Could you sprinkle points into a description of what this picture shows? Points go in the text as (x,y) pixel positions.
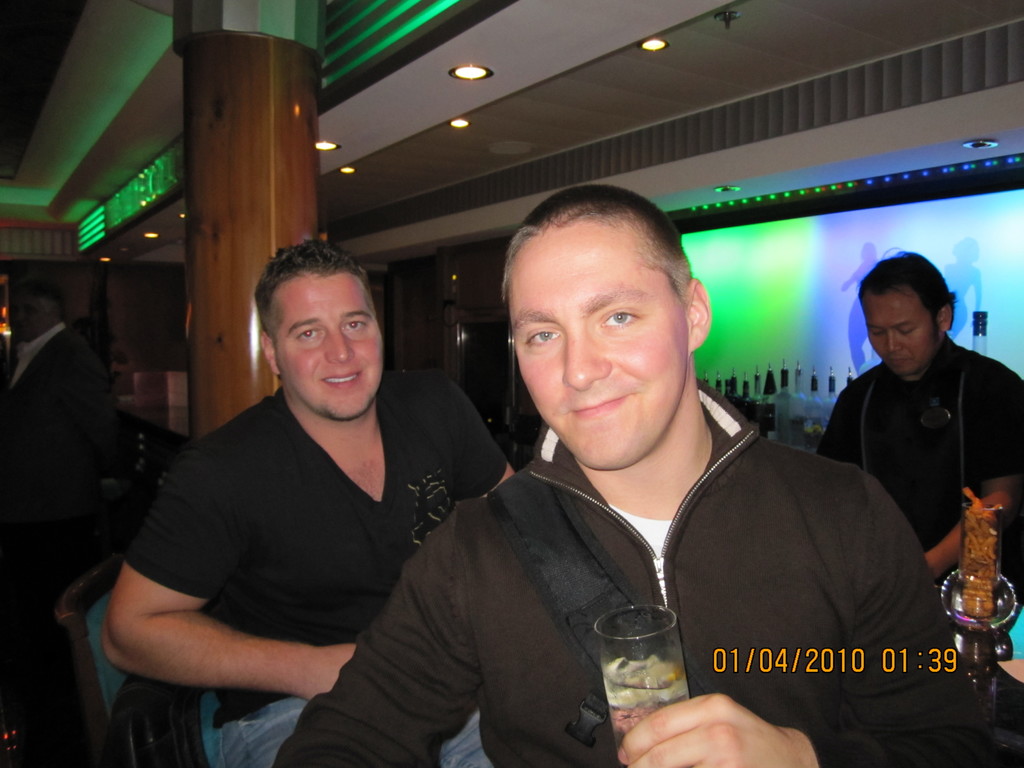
In the image there are two men (484,541) in the foreground (485,616) and behind them there is a pillar (197,261), on the right side (948,387) there is a man (945,399) and behind him there are bottles (802,393).
